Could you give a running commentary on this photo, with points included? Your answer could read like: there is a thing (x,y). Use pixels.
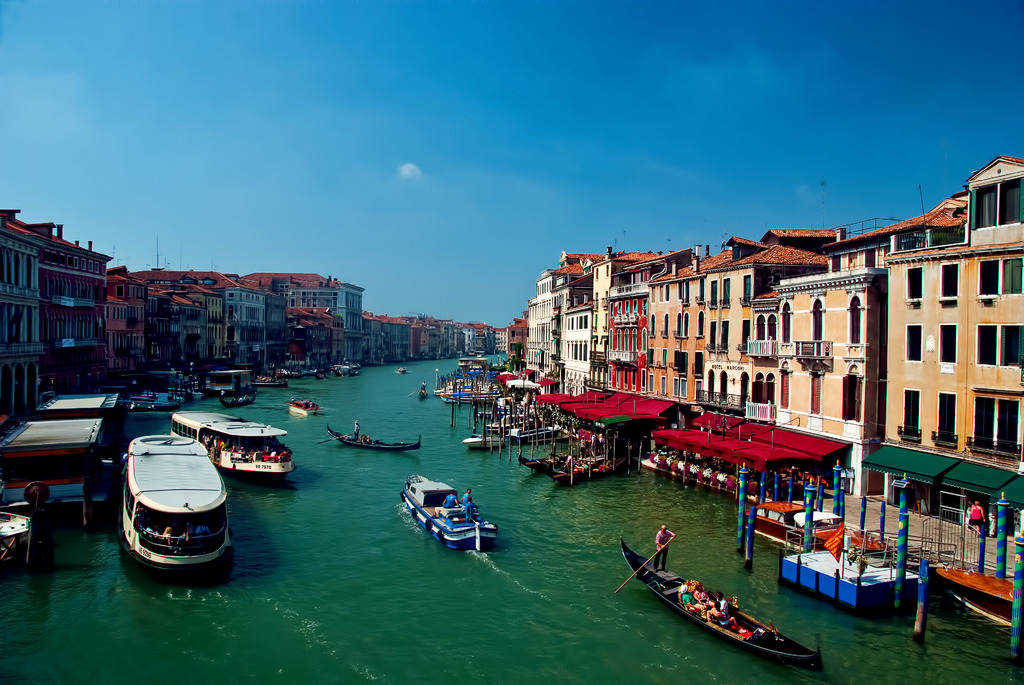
In this image we can see the canal (400,419). There are so many boats (425,507) in the canal (201,403) many people (287,455) are there in that boats (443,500). One man (663,562) is sailing the boat (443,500). So many different types of buildings (523,325) around the canal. At the top (349,180) sky (331,180), is there. In front of one building (829,431) near canal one flag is there. One woman (973,518) is walking in front of one building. So many people (809,477) are sitting in another building (828,455).
